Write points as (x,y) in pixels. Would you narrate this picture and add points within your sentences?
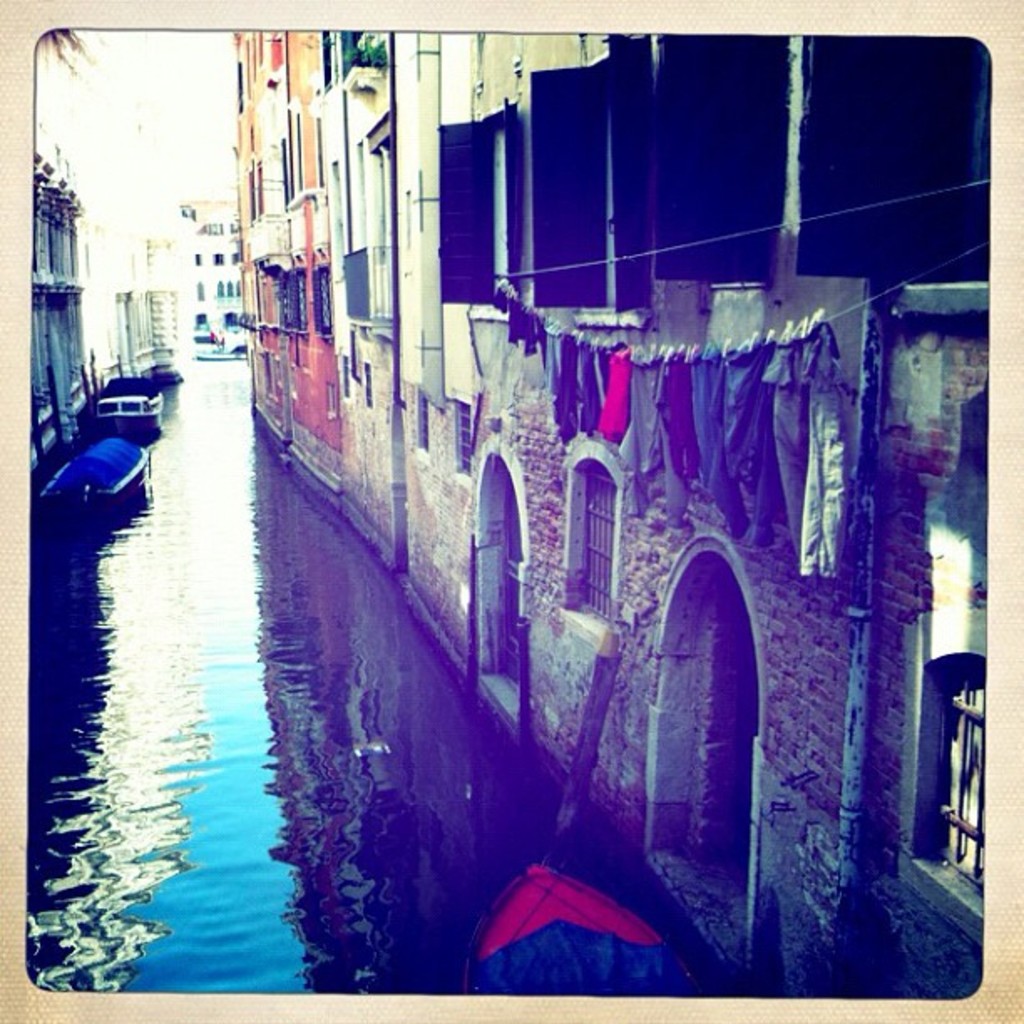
In the picture we can see a part of the building (672,743) with windows (977,820) and some clothes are hanged and near the building (960,416) we can see water (234,652) in it we can see some boats (155,400) and opposite side also we can see some houses (135,365) and in the background (220,242) we can see a building (197,320).
